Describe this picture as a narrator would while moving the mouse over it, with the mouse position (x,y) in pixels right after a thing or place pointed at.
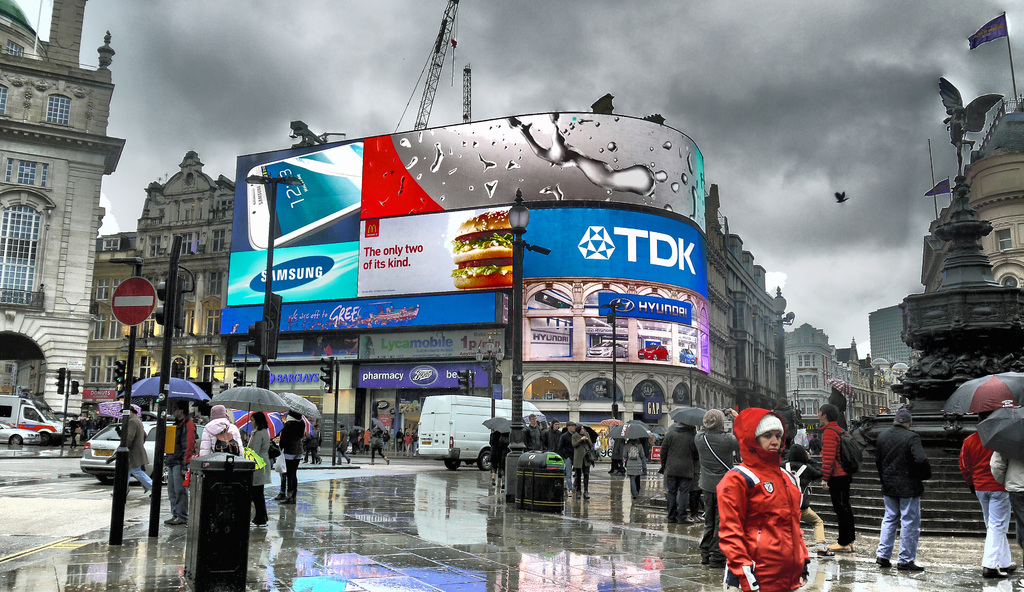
In this image we can see some people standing on the wet road (333,508) holding the umbrellas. We can also see traffic lights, street pole (490,385), sign board (149,310), a pole (517,406), building (198,376) with windows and some vehicles (454,430). On the right side (962,269) we can see a building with statue (969,293), windows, stairs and a flag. On the backside (394,115) we can see a crane (422,121), a bird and the sky (728,88) which looks cloudy.
